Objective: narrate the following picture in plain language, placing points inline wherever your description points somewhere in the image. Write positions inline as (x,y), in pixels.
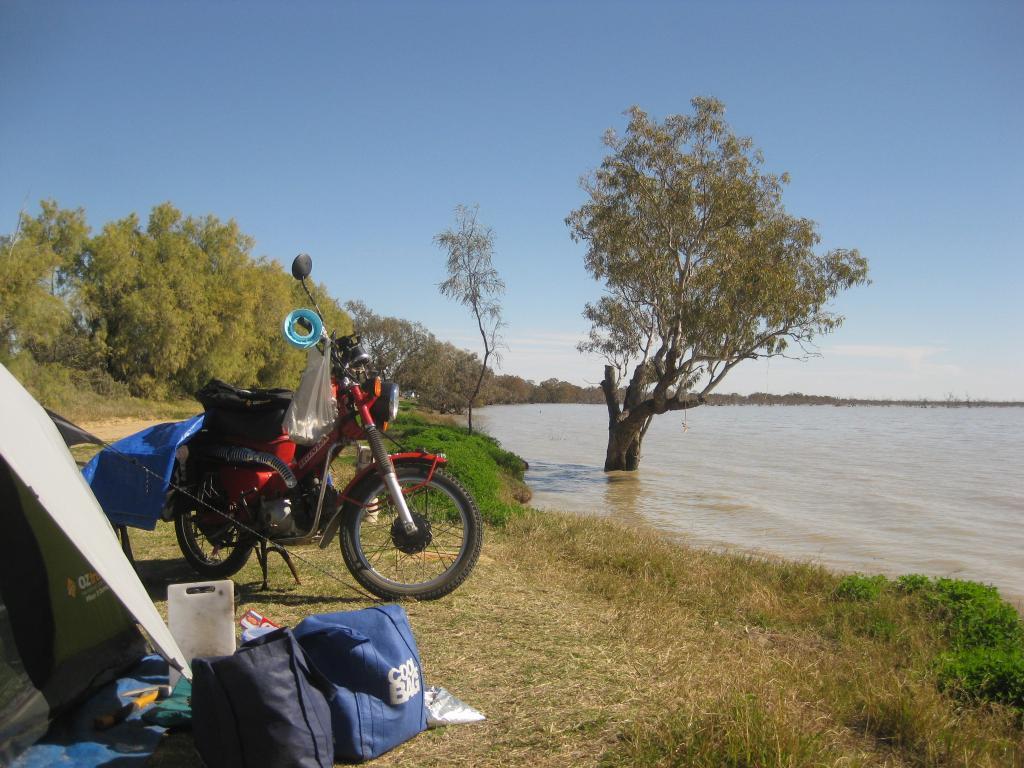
In this image I can see grass (473,655), few bags (387,651), a red colour vehicle (241,531) and few other things (67,748) in the front (109,587). In the background (785,454) I can see water (718,462), number of trees (760,261), clouds (490,360) and the sky (399,144).
